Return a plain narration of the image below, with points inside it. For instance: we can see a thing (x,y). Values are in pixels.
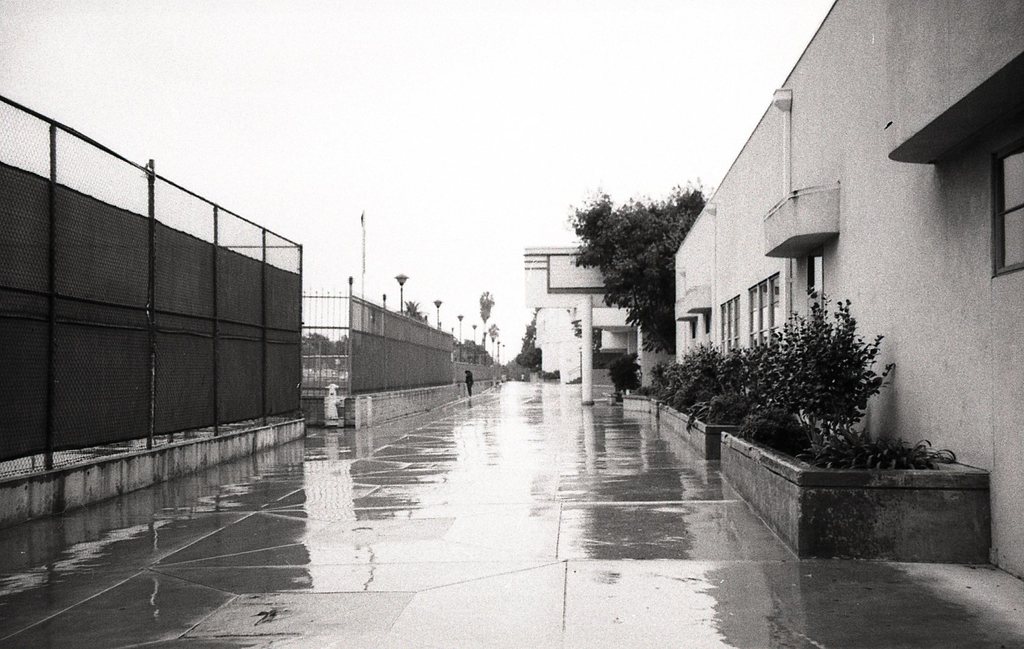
In this image there is a surface ground (507,545) at bottom of this image (500,531) and there is a fencing gate (277,375) at left side of this image (272,406) and there is a building (873,286) at right side of this image (706,268) and there are some plants (719,366) at right side of this image (703,370).
